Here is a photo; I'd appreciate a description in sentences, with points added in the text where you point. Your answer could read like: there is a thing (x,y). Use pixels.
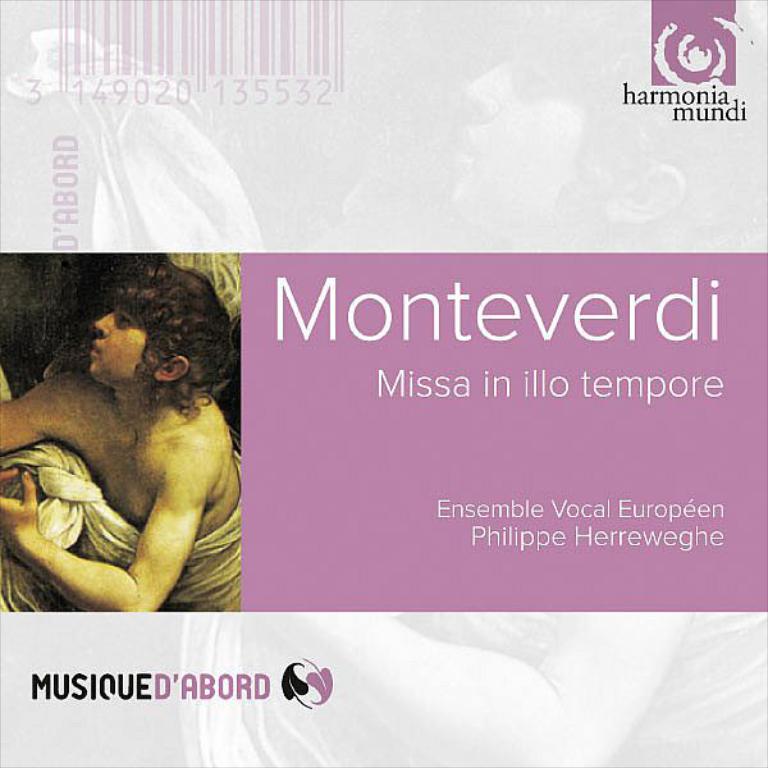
In the center of the image (353,332) there is text (381,378) and there is a photo (88,531) of a person (116,514).
